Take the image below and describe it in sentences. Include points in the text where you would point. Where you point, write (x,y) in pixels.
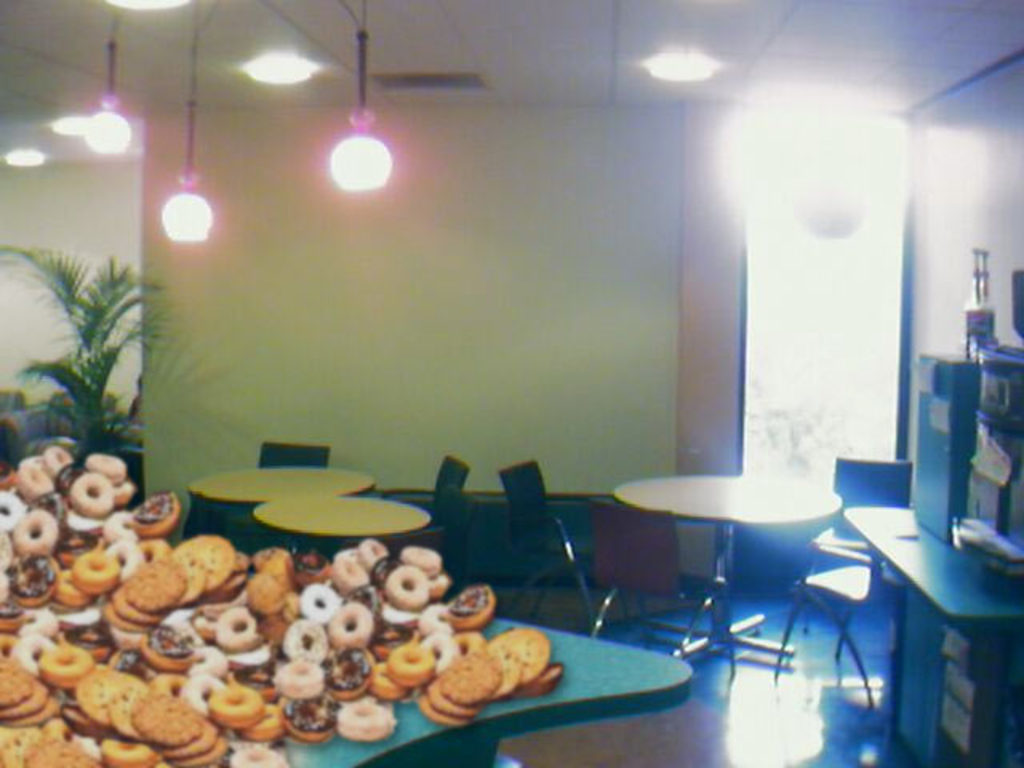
In the foreground of this image (479,650), there are donuts (280,712) on the table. In the background (541,547), there are chairs (541,557), tables (313,515), wall (313,258), a plant (93,359), ceiling (631,15), lights (354,140) and a few objects (968,536) on the table (947,586) on the right side (993,510).
